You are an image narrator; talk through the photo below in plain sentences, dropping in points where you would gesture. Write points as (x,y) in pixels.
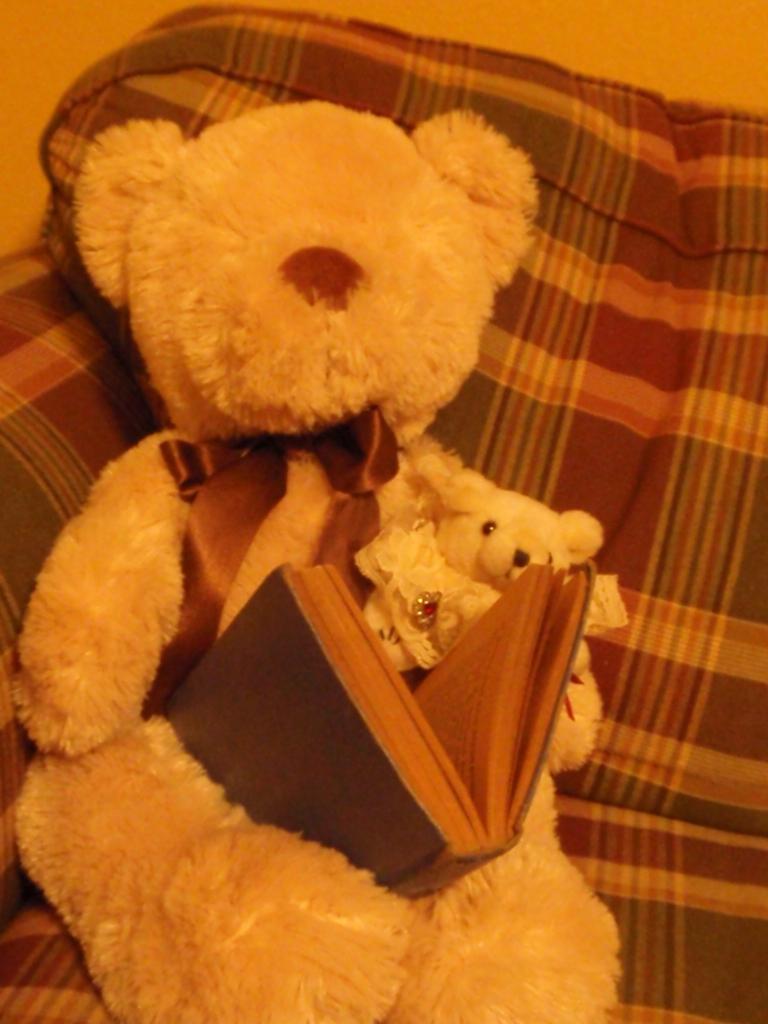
In this image we can see a soft toy (172,215) which looks like a teddy bear (550,882) and there is a book (363,767) on it and we can see a couch (603,232).
